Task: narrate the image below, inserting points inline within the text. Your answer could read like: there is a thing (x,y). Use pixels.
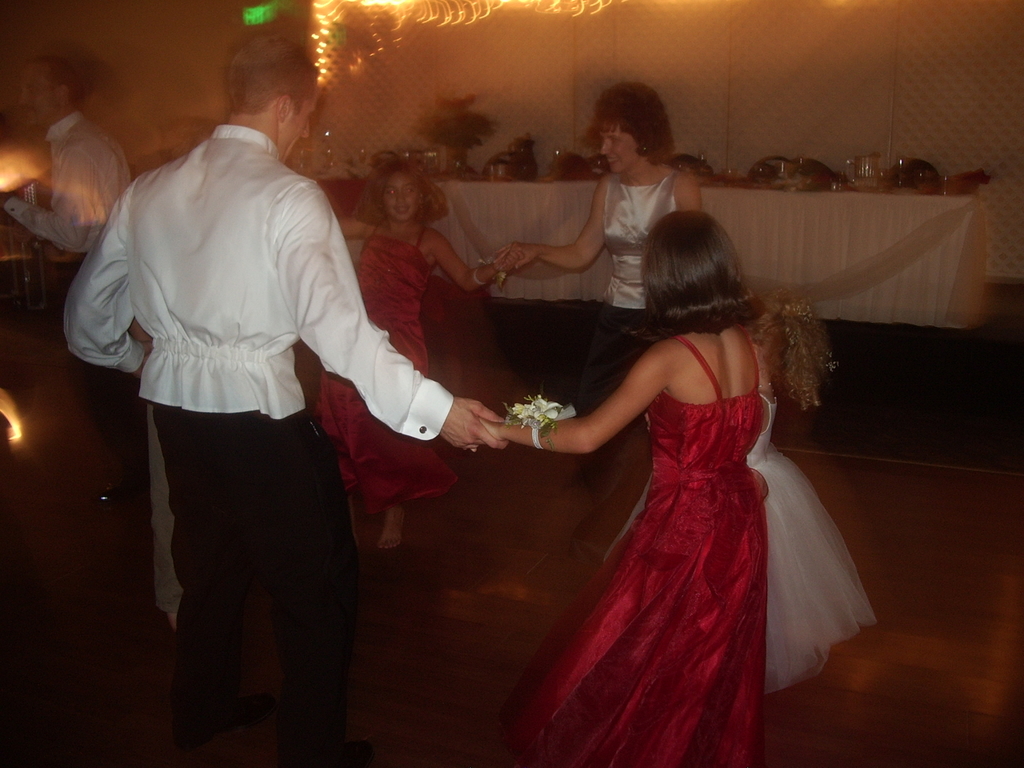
In this image there are group of persons (266,352) dancing in the center (378,360). On the left side (58,226) there is a man (65,195) walking. In the background (555,201) there is a table (739,217) which is covered with a white colour cloth (770,200) and on the table (781,191) there are plates (748,171) and there are jars (871,181), glasses (406,166).
